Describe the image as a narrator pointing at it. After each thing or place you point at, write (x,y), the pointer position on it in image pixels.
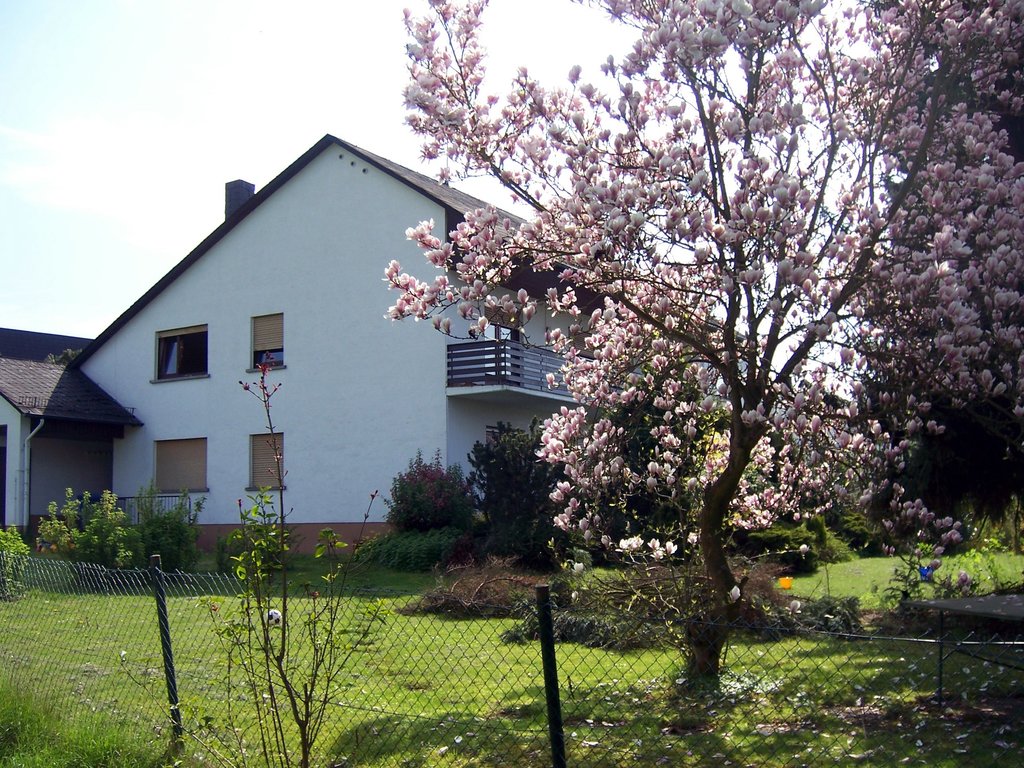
In this image I can see few flowers (708,287) in light pink color, background (260,271) I can see few trees (782,560) in green color, fencing (388,641), a building (403,210) in white color and the sky (287,136) is in white color.
